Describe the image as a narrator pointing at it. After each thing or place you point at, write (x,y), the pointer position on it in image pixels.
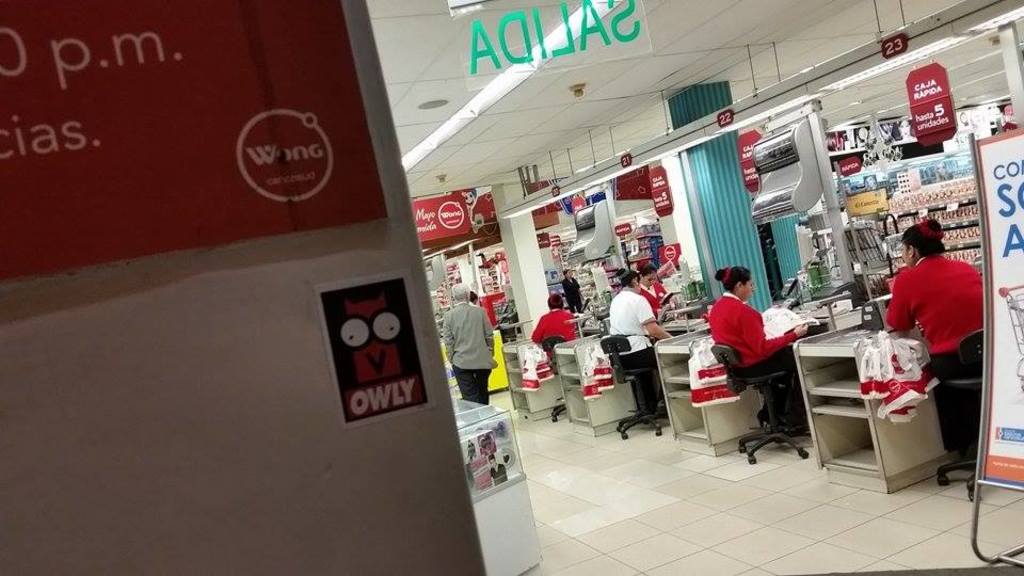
In this image I see people (639,304) in which few of them are standing and few of them are sitting, I can also see there are tables (506,360) in front of them. In the background (755,191) I see boards (1001,243), groceries (974,213) in the racks (944,163).
